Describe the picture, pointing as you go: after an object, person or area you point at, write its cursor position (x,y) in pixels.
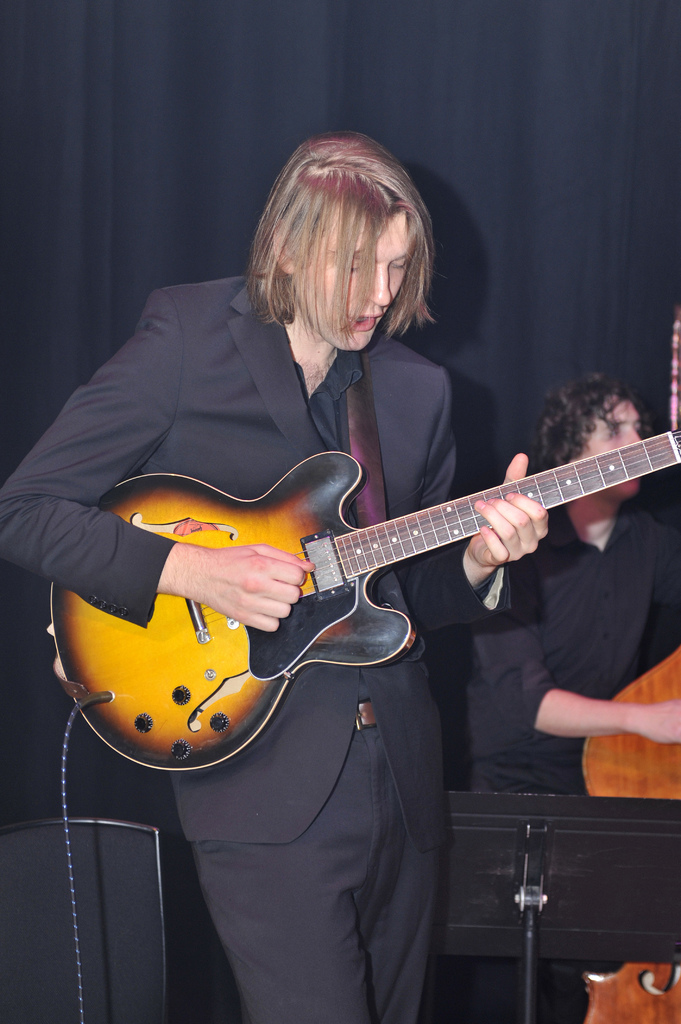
In this picture there is a man (265,850) holding and playing the guitar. In the background (491,643) we have another person (499,635).
